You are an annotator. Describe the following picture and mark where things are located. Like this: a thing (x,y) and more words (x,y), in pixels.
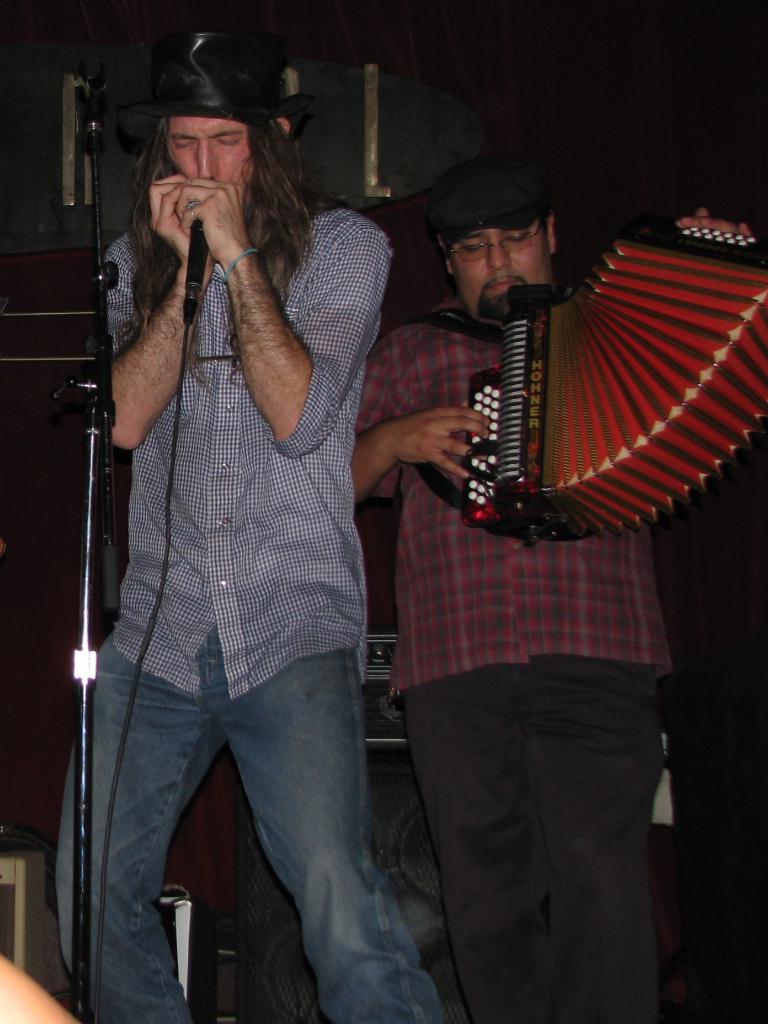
In this image we can see a man (269,199) wearing the hat (246,110) and holding the mike (198,281) and also standing. We can also see another man (478,294) wearing the cap (506,192) and also holding and playing the musical instruments (474,406). We can also see the mike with the stand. In the background (249,906) we can see the sound box (249,906) and also some objects (384,645).
